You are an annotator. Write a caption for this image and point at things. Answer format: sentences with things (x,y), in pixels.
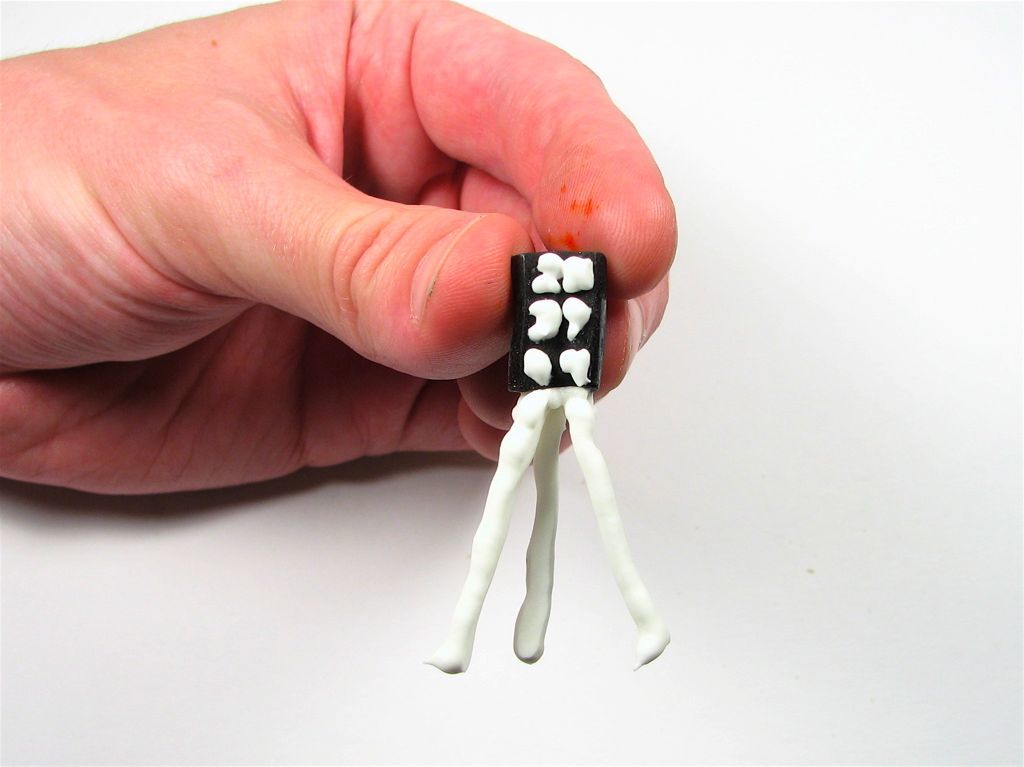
In this picture I can see a hand (512,232) of a person (293,56) holding an object (563,266), and there is white background (1001,119).
